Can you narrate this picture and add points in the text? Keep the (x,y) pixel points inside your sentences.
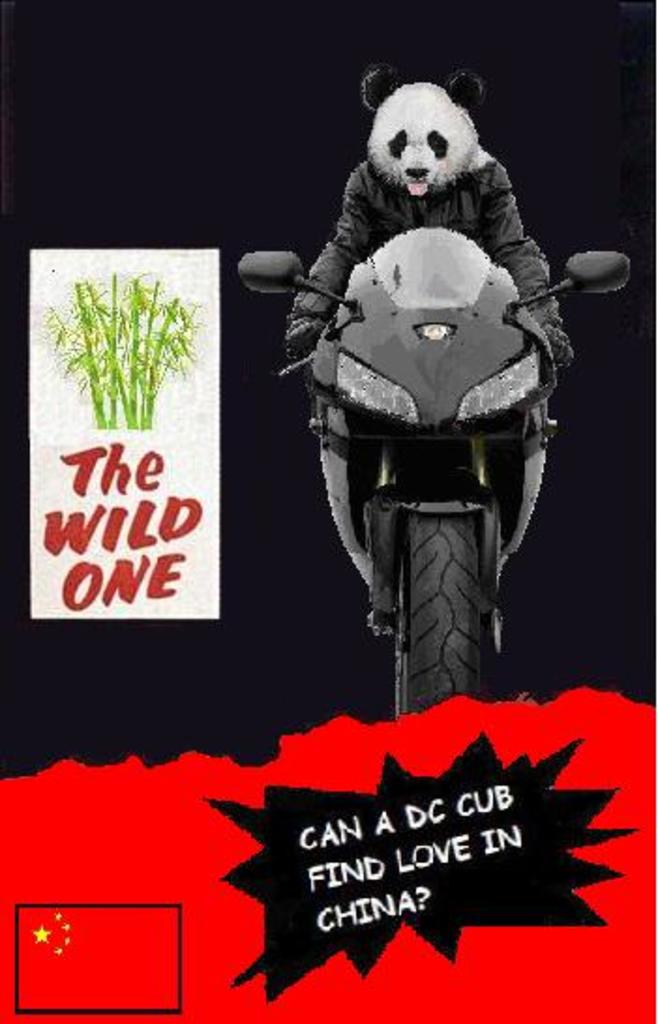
In this picture we can see a poster (265,401), in the poster (285,430) we can find some text (116,443) and a motorcycle (354,553).
